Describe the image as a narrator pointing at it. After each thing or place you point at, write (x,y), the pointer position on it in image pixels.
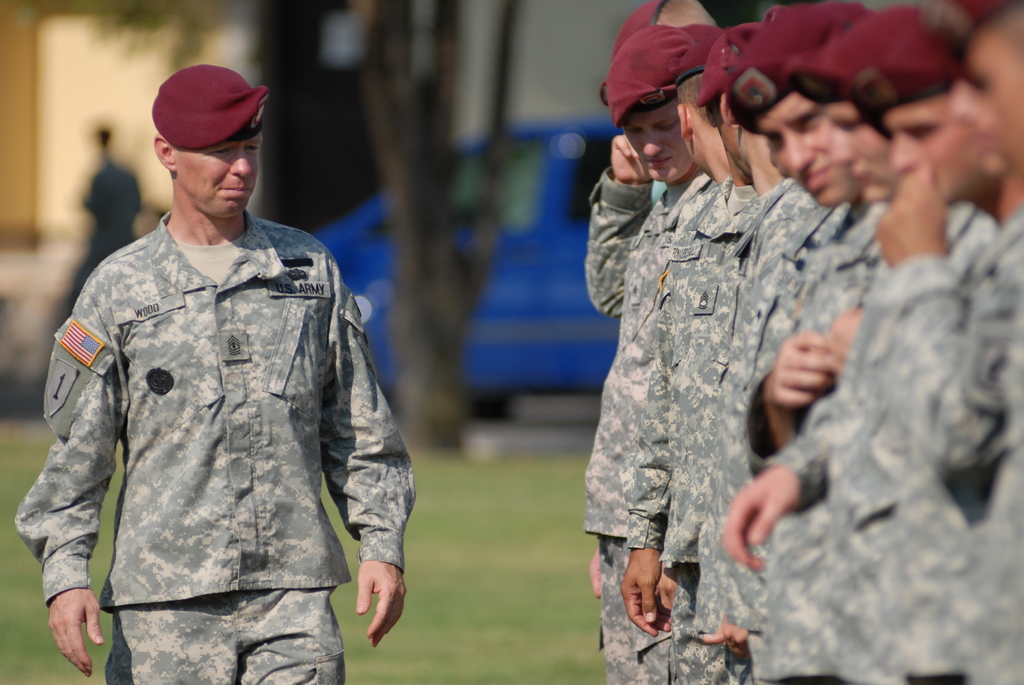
In the image we can see there are people (798,405) standing and wearing army dress (637,451), they are wearing a cap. This is a grass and vehicle (522,319), and the background (534,327) is blurred.
